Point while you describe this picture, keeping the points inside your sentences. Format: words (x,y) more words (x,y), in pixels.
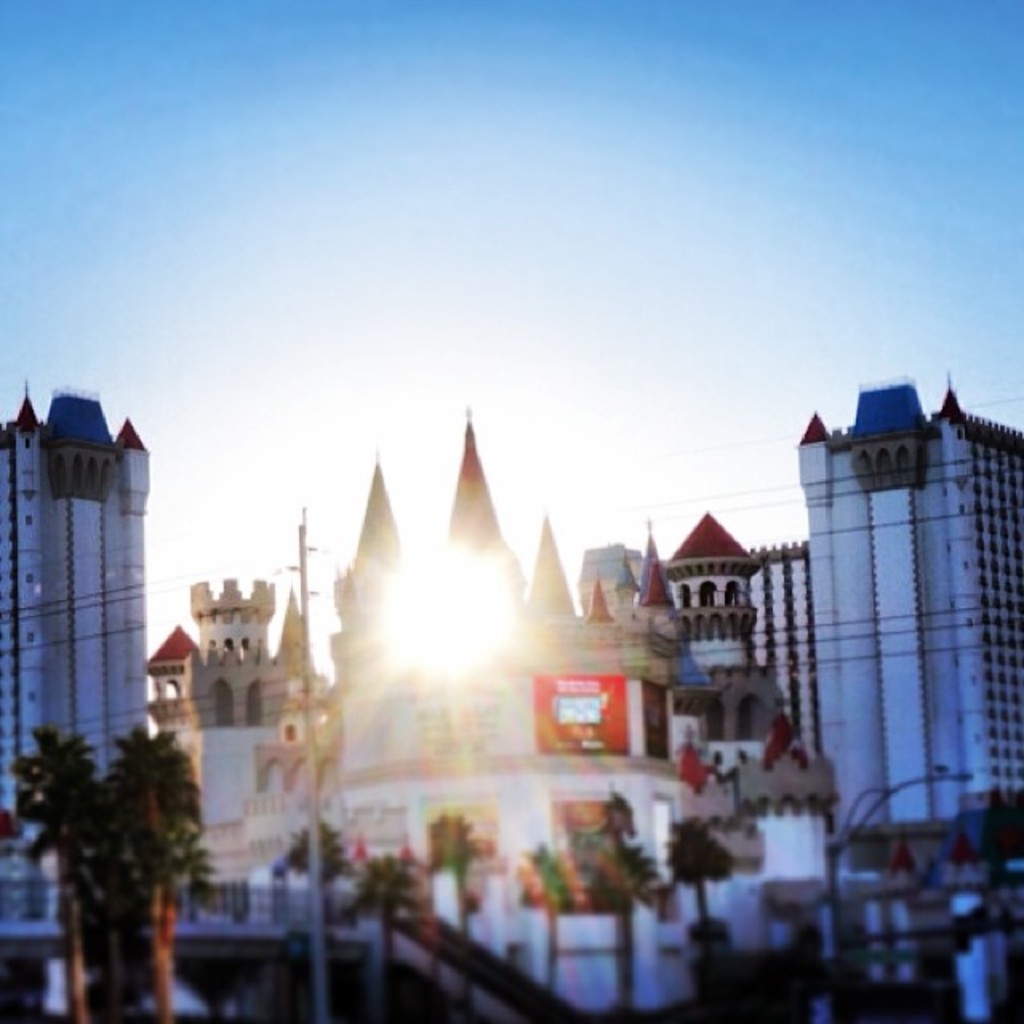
In this image we can see the buildings (644,756), trees (703,834), bridge (190,926), light pole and also the electrical pole (303,707) with the wires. We can also see the hoarding (596,721) and a banner (594,832). In the background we can see the sky (786,258) and also the sun (489,587).
